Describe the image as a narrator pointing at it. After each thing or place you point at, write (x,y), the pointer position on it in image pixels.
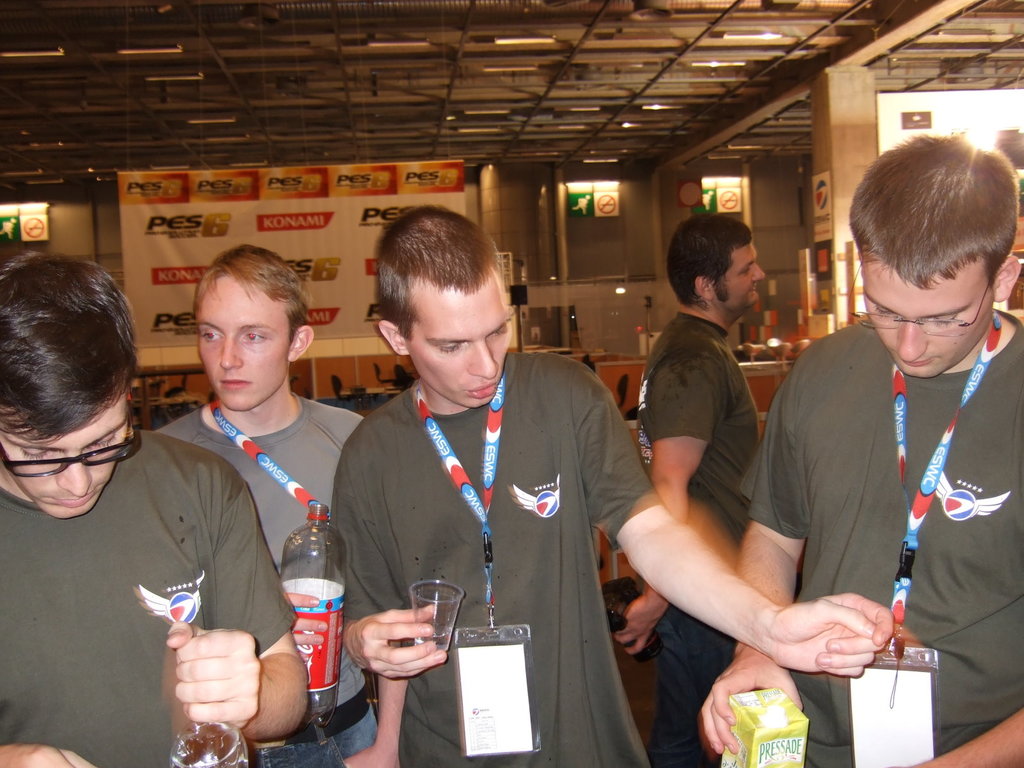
In this picture we can see group of people (294,457), in the middle of the image (492,443) we can see a man (512,529), he is holding a glass (438,602), beside him we can find another man (315,419), he is holding a bottle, in the background (376,302) we can see a hoarding (340,298), sign boards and lights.
